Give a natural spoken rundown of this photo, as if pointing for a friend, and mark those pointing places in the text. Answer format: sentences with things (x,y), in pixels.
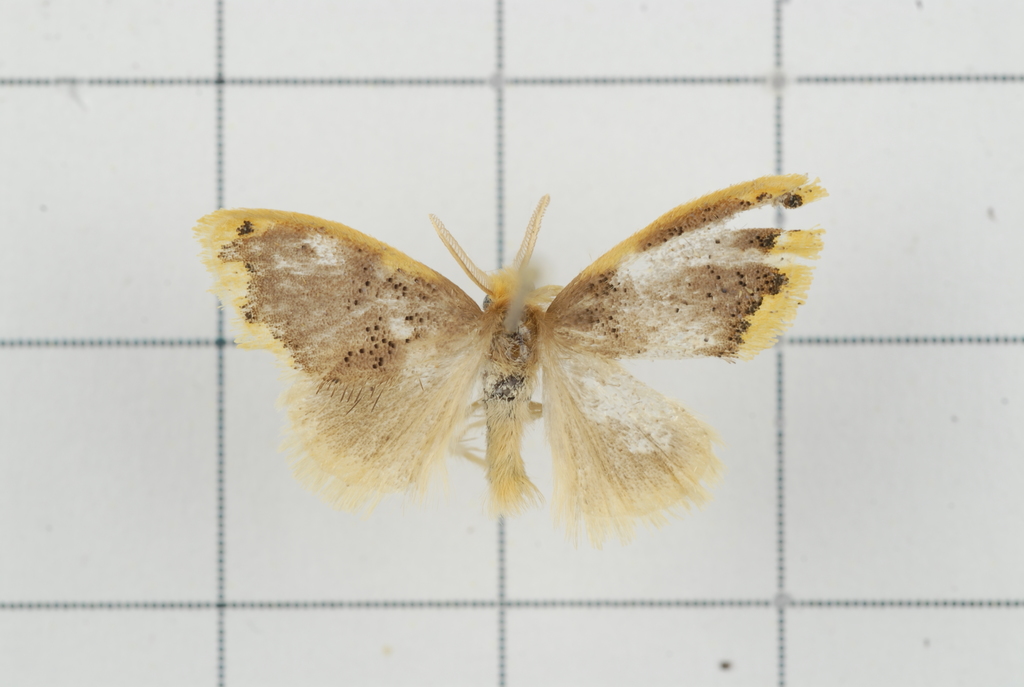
In the image there is a yellow color moth (517,360) standing on tiles floor (263,137).
